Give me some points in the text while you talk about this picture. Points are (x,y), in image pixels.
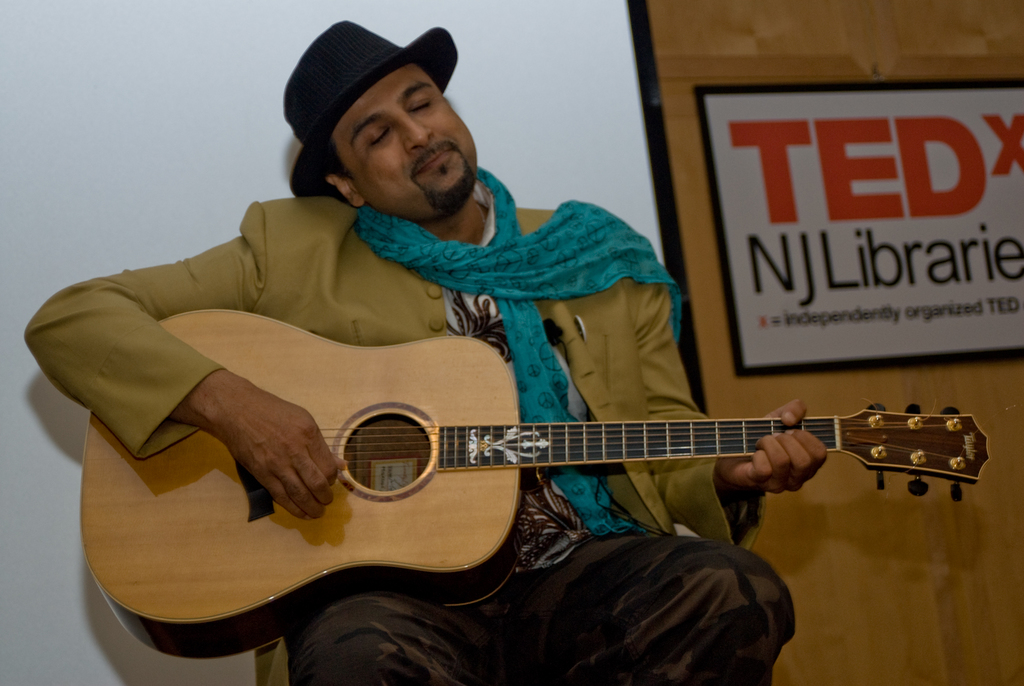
This person (256,292) sitting and holding guitar (451,552) and wear cap (333,110). On the background (788,69) we can see wall (729,32) and poster (756,345).
